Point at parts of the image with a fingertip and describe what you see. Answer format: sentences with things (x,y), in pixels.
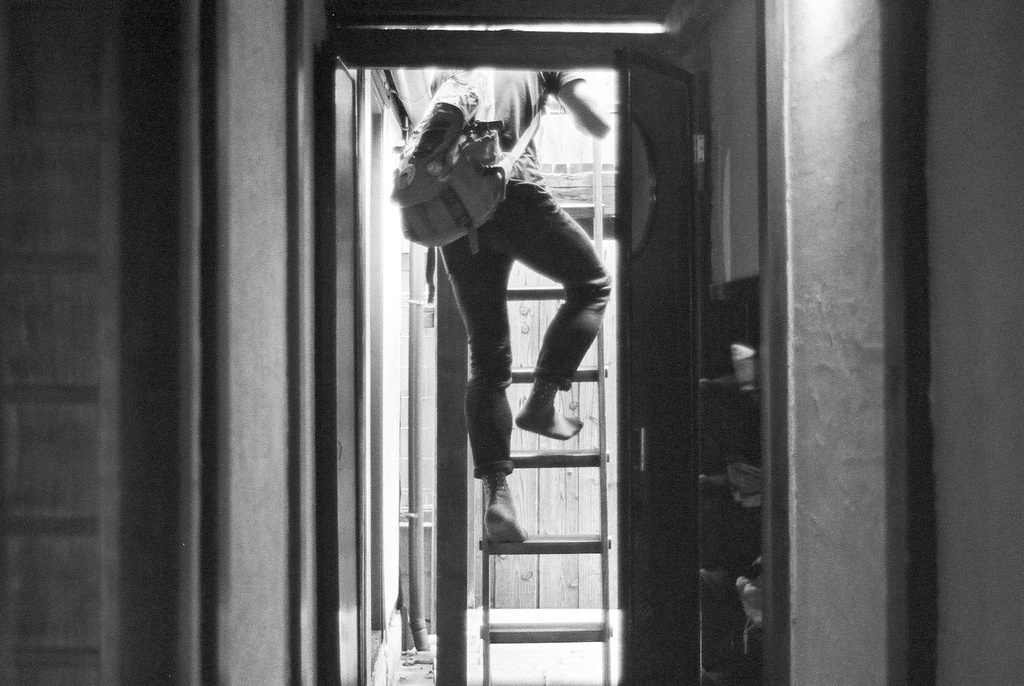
In this image I can see a ladder (549,553) and on it I can see a person (506,212). I can see this person (480,96) is carrying a bag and here on this shelves (727,652) I can see few things (759,606). I can see this image is black and white in colour.
